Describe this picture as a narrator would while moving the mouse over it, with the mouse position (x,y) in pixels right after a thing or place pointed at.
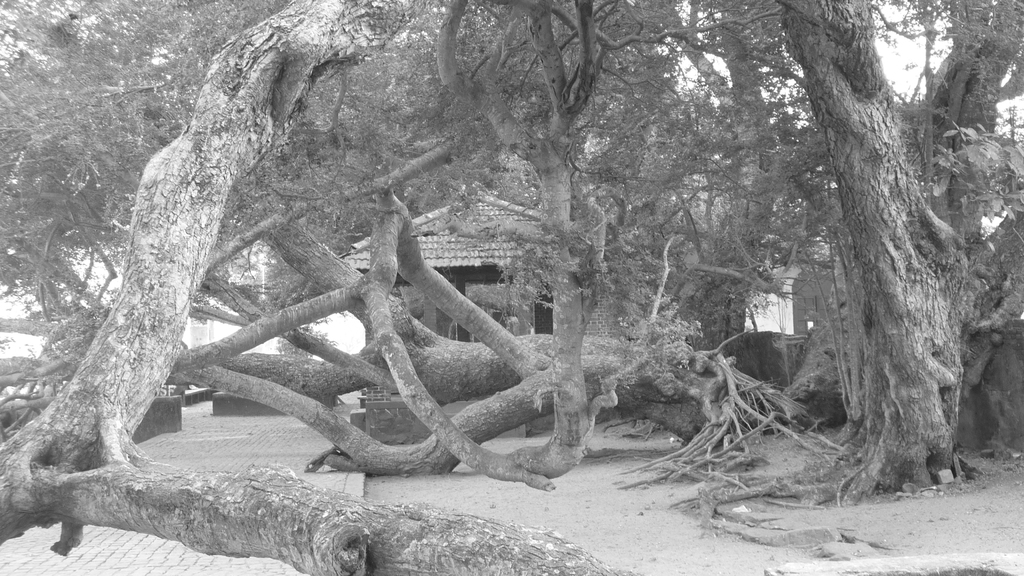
In this image I can see few trees (465,163), houses (512,245) and few trunks (585,344). The image is in black and white.
